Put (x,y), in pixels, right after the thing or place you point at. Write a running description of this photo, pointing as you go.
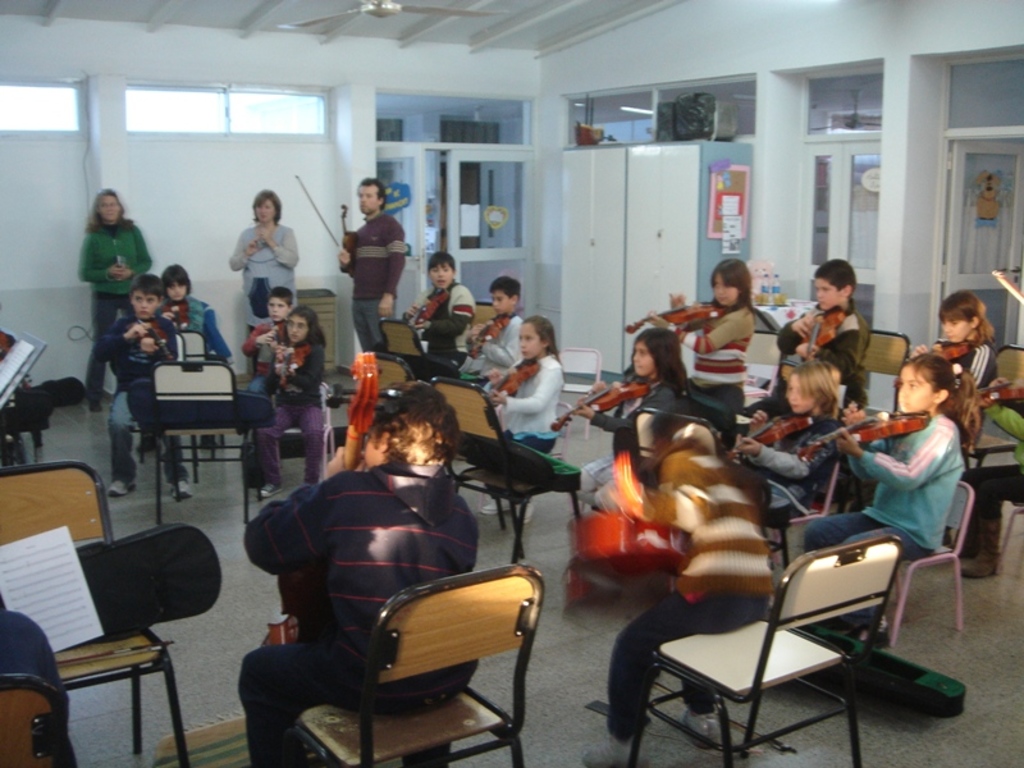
In this image i can see a group of children (529,332) sitting and playing violins (358,393) at the back ground (274,250) i can see two women (258,250) standing and a man (397,237) standing, a wall (298,149), a window (282,90) and a door (520,296).
